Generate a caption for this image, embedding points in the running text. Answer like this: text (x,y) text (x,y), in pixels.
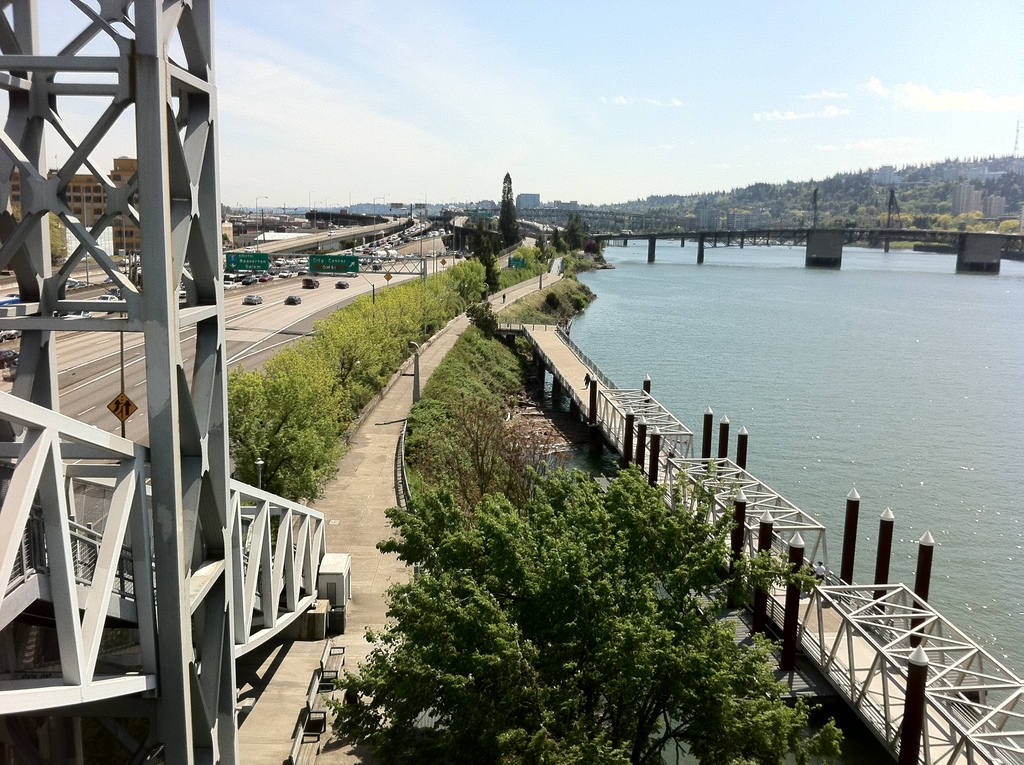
In this picture I can observe a river (790,367) flowing on the right side (818,405). There is a bridge (962,257) over the river (925,261). I can observe some trees (475,423) and plants (356,372) in this picture. On the left side (307,233) there are buildings (272,221) and a road (313,293). In the background (617,92) there is a sky (579,99) with some clouds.
